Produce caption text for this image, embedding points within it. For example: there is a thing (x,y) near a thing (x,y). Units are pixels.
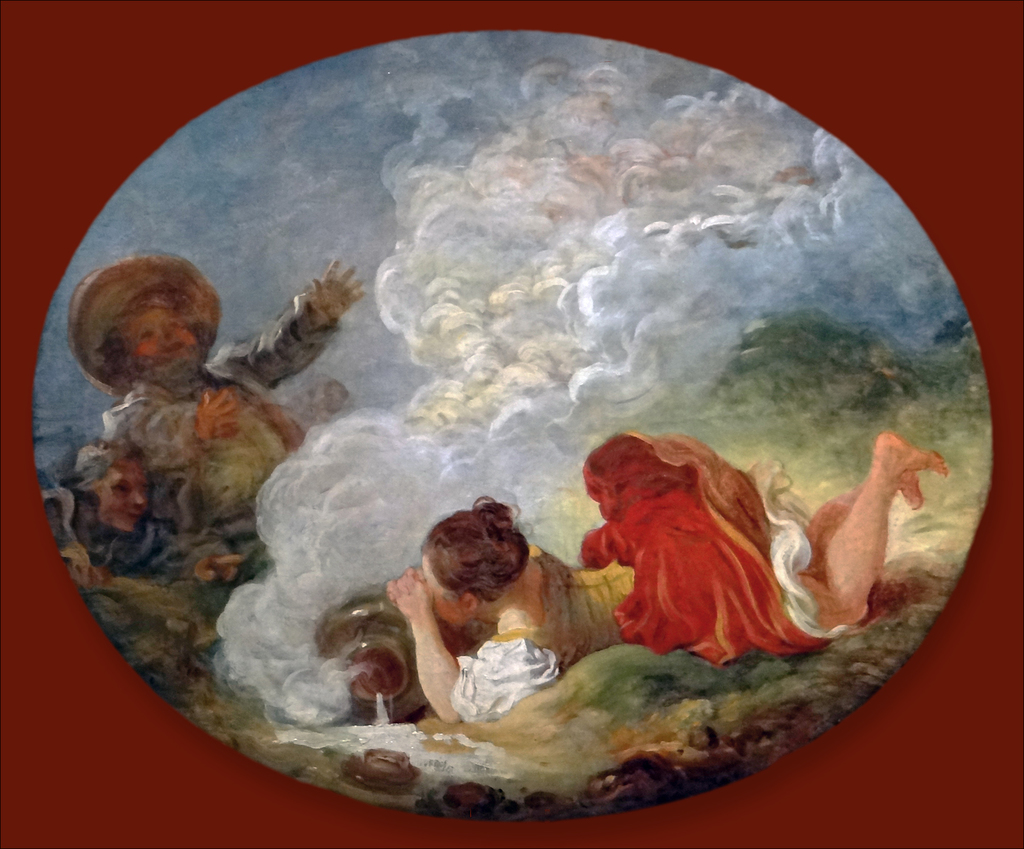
This is a painting in which the girl (554,567) is lying on the ground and smoke (313,683) is coming out of the vessel (335,655). The smoke (287,701) is going in the upward direction and something has fallen on the ground (385,747) from the vessel (381,677). And there are two members (174,468), first one is a man (184,407) and the other is a woman (134,498). The man (117,362) is wearing a hat (129,294) on his head (143,299) and the woman (150,524) is pointing a finger (222,565) towards the girl (482,588).
